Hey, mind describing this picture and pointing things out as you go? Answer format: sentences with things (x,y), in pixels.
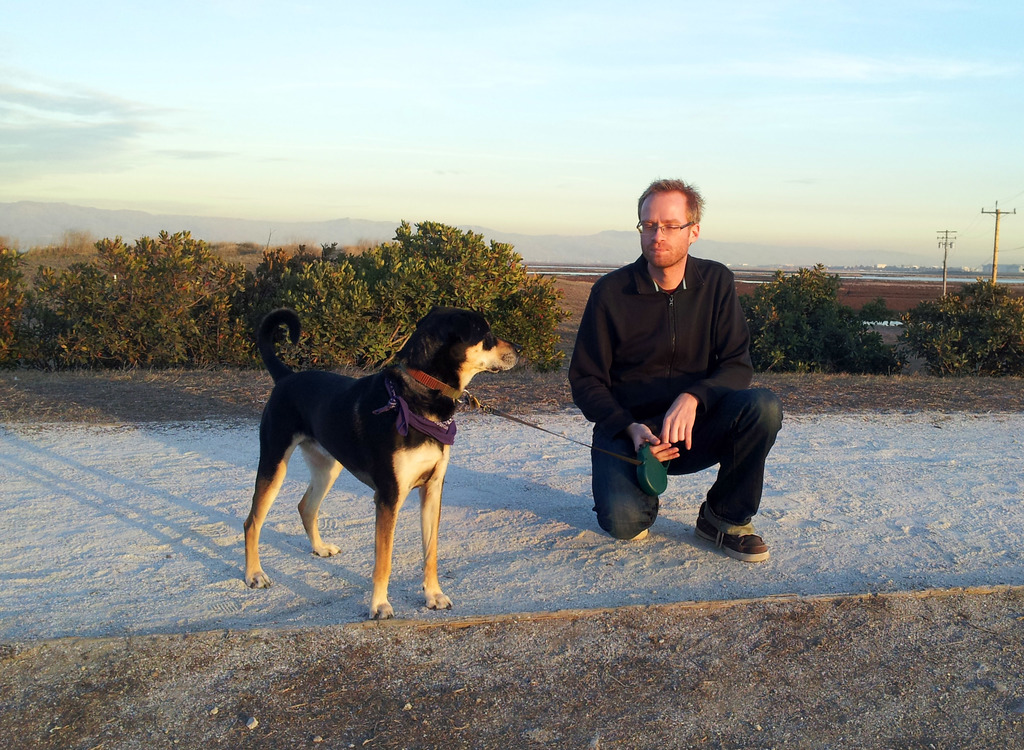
In the image we can see there is a man (632,475) who is sitting and beside him there is a dog (393,416).
